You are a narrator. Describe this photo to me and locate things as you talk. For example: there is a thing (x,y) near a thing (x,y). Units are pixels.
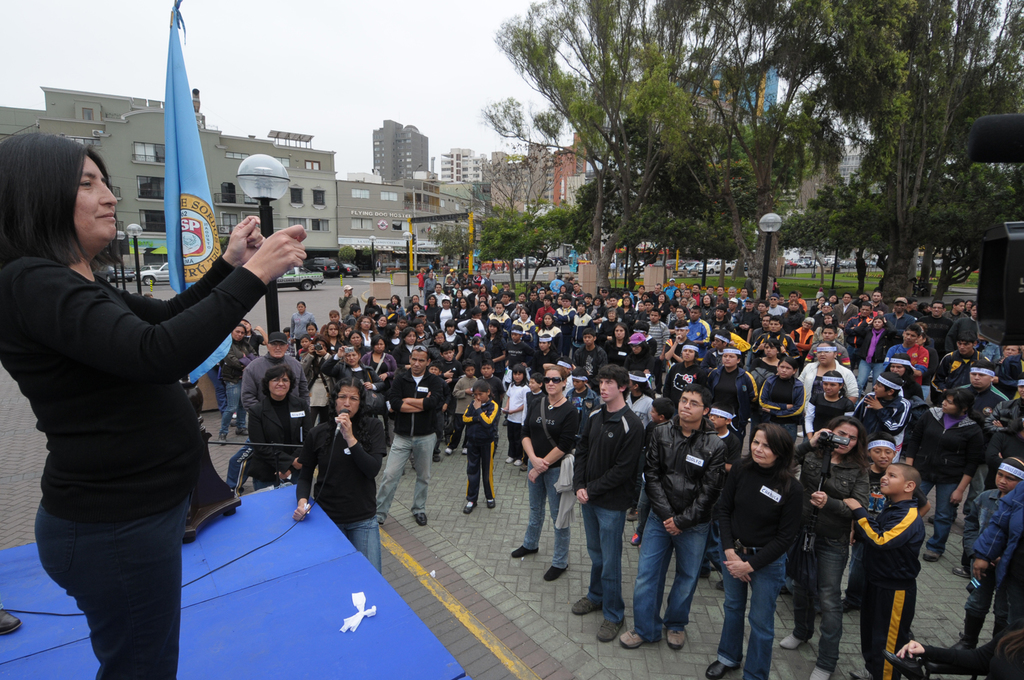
In this picture there are group of people (546,407) standing and there is a person (376,550) standing and holding the microphone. On the left side of the image (152,644) there is a person (161,633) standing on the stage (219,637) and there is a flag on the stage (199,612). At the back (921,94) there are buildings (153,188), trees (675,144) and poles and there are vehicles (348,264) on the road (367,282). At the top (411,67) there is sky (414,40). At the bottom (848,581) there is a road (948,633) and there is grass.
